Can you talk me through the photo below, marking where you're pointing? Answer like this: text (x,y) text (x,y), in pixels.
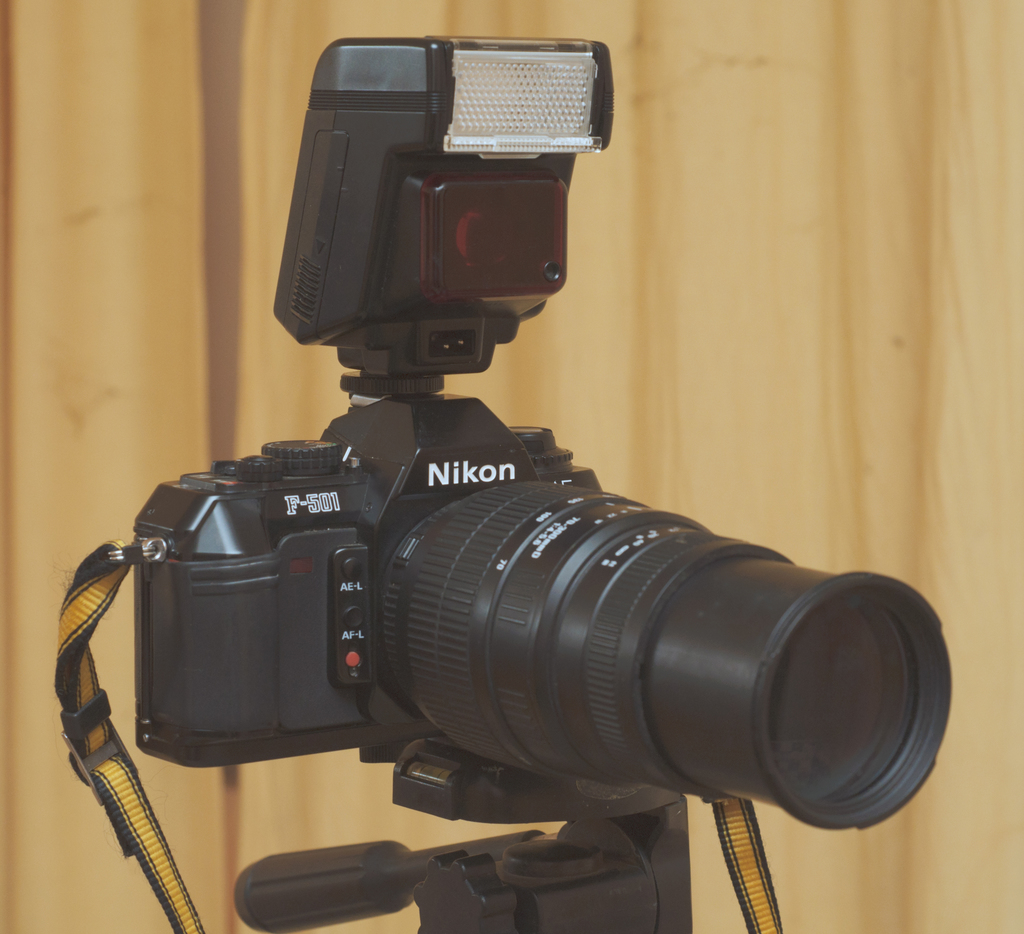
In the center of the picture (570,588) we can see a camera (513,673) on the stand (532,872). In the background (154,135) it is looking like a wall (742,325).
